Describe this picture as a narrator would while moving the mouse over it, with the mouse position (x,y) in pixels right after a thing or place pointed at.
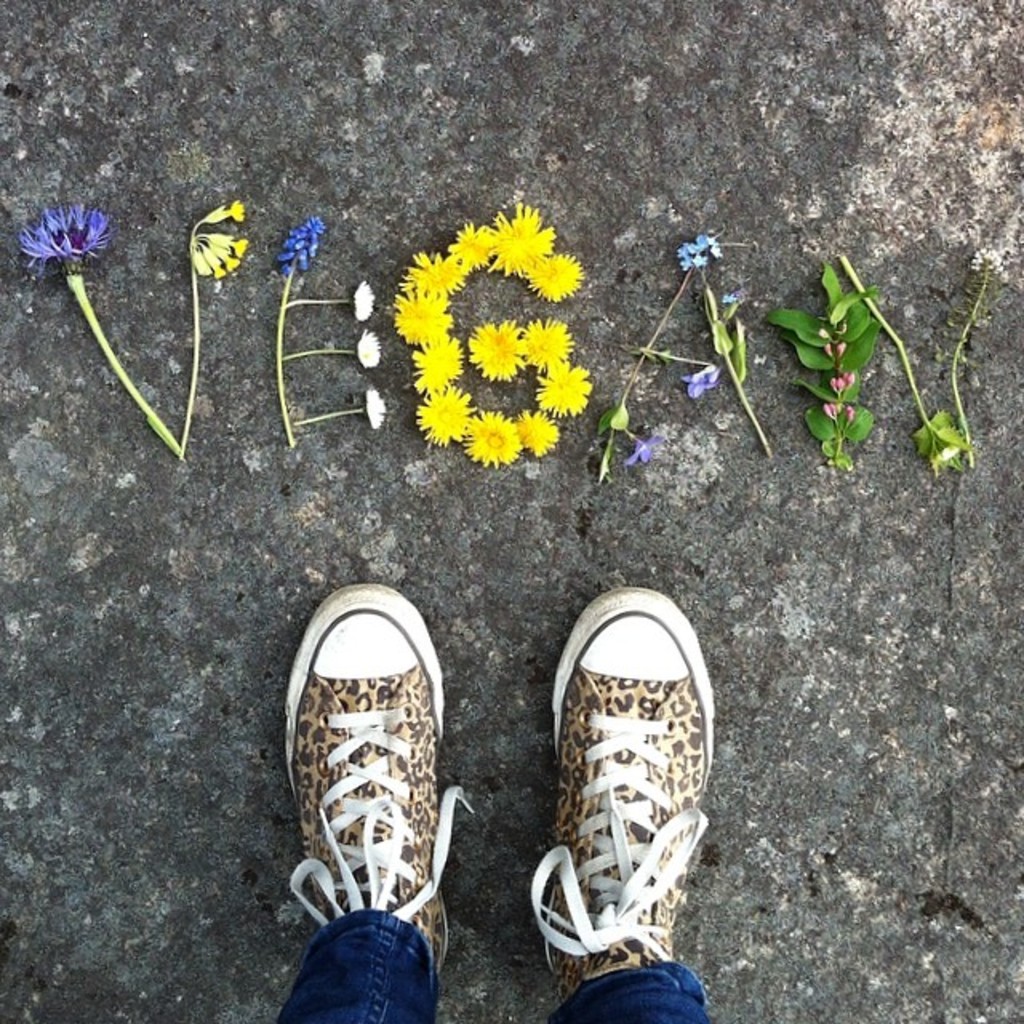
In this image I can see there are human legs (343,966) and shoes (585,805) at the bottom (571,795), in the middle (511,427) I can see few flowers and leaves (813,395).
